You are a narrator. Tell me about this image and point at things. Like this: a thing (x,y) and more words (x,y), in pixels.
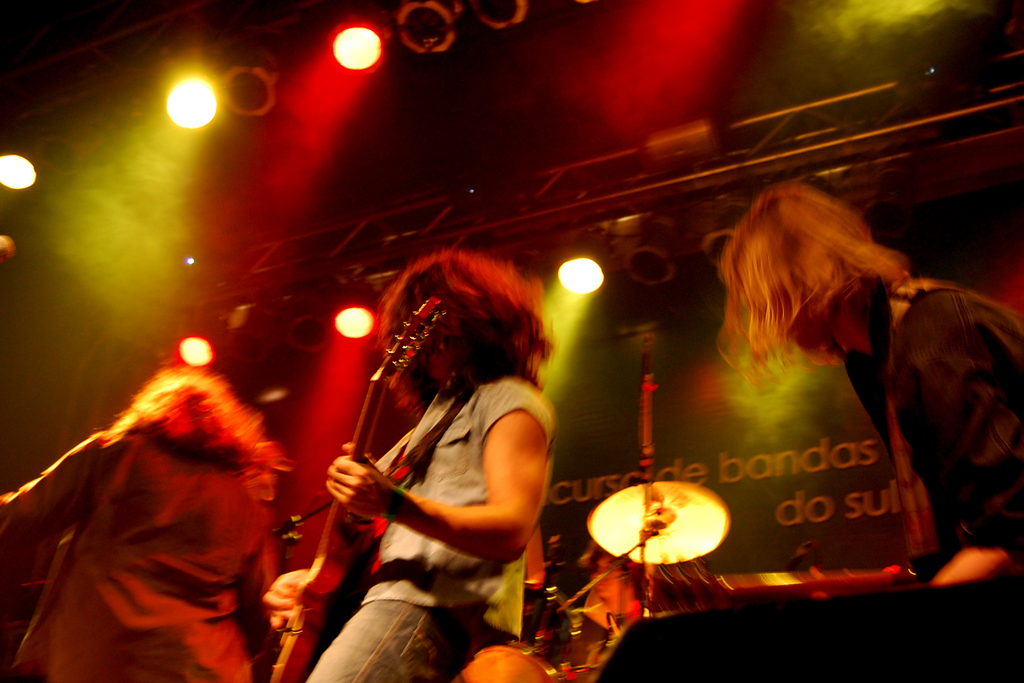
In this image I see 3 persons (826,248) and in which one of them is holding a guitar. In the background (535,658) I see the lights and a musical instrument (529,679).
